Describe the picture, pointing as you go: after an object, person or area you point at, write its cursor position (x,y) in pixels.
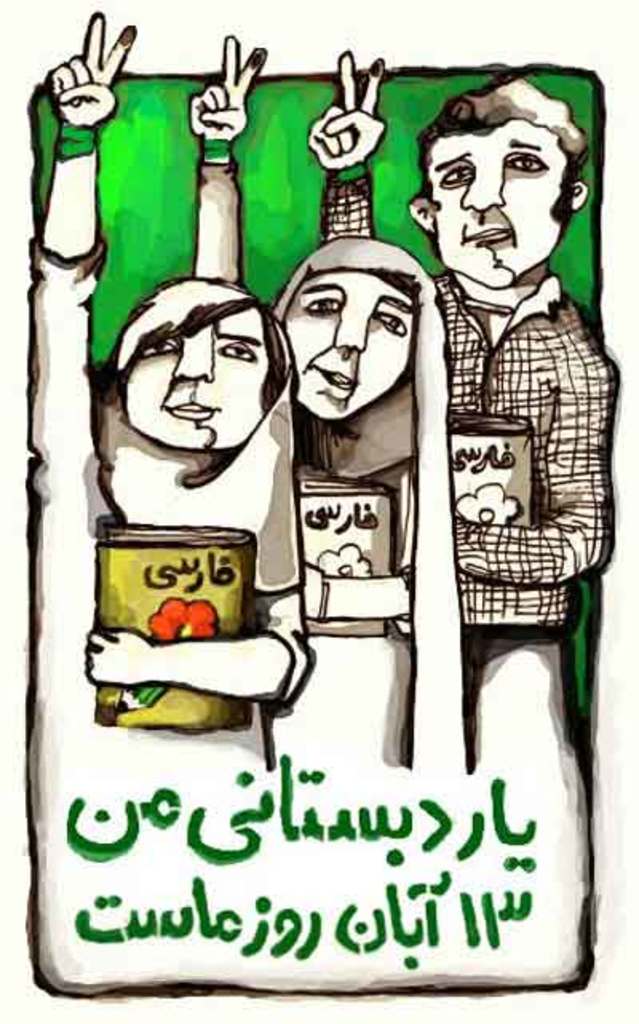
It seems to be a poster (167,565). Here I can see the depictions of persons (381,391) holding books (128,569). The background (143,242) is in green color. At the bottom (306,834) there is some text (283,806).
